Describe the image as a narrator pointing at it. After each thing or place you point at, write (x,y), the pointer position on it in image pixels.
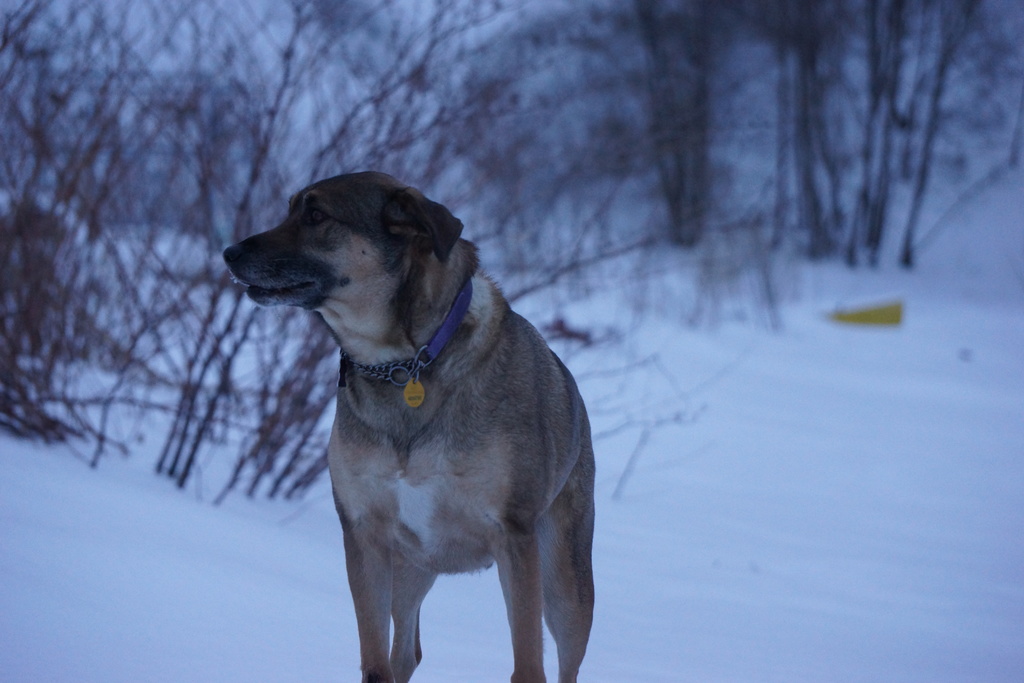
In this image I can see a dog (395,463) is standing and here I can see a blue colour belt (444,317). I can also see ground (798,413) full of snow (788,312) and number of trees (904,260).
